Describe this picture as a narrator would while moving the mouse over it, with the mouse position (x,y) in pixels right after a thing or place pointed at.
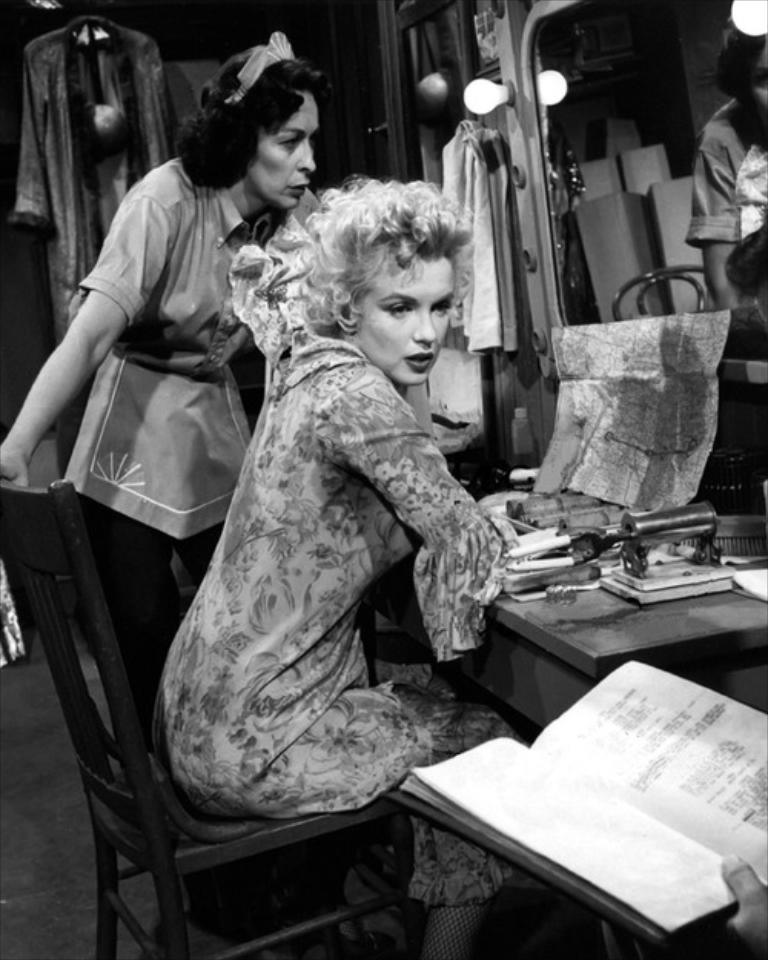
In this picture we can see a woman (326,772) sitting on the chair (163,873). This is table (632,604) and she is standing on the floor (44,774). And there is a book (645,848). And these are the lights (559,95).
